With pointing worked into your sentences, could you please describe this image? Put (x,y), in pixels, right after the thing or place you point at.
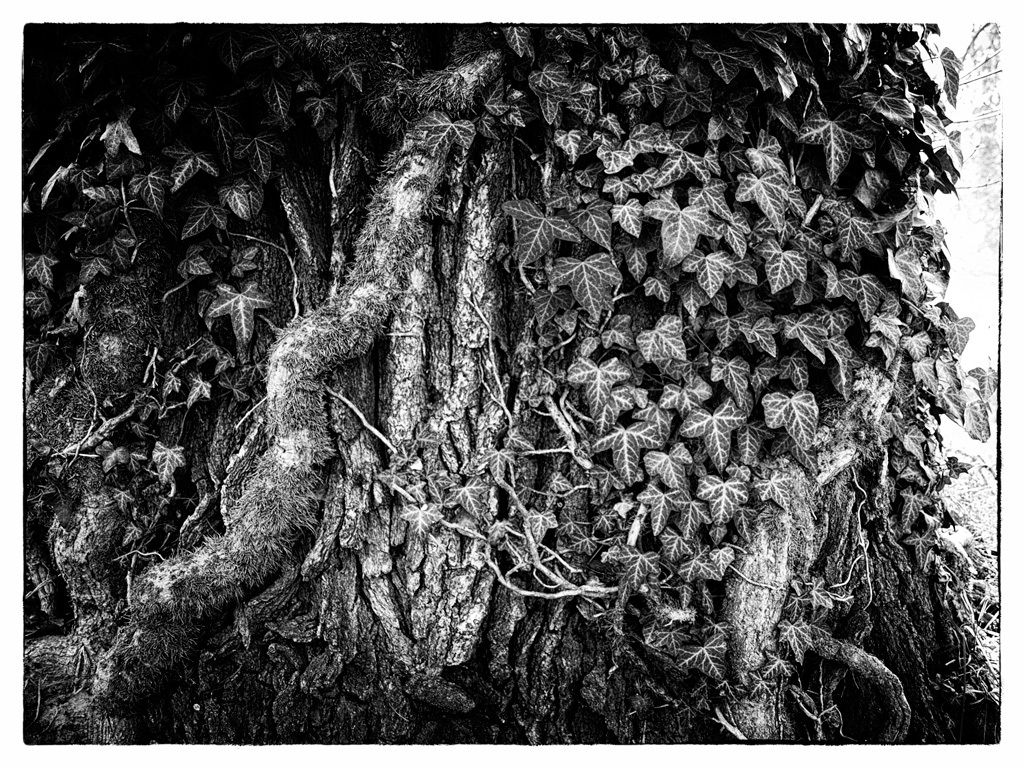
In this image we can see a bark (515,541) of the tree (451,570) with some leaves (461,498).
